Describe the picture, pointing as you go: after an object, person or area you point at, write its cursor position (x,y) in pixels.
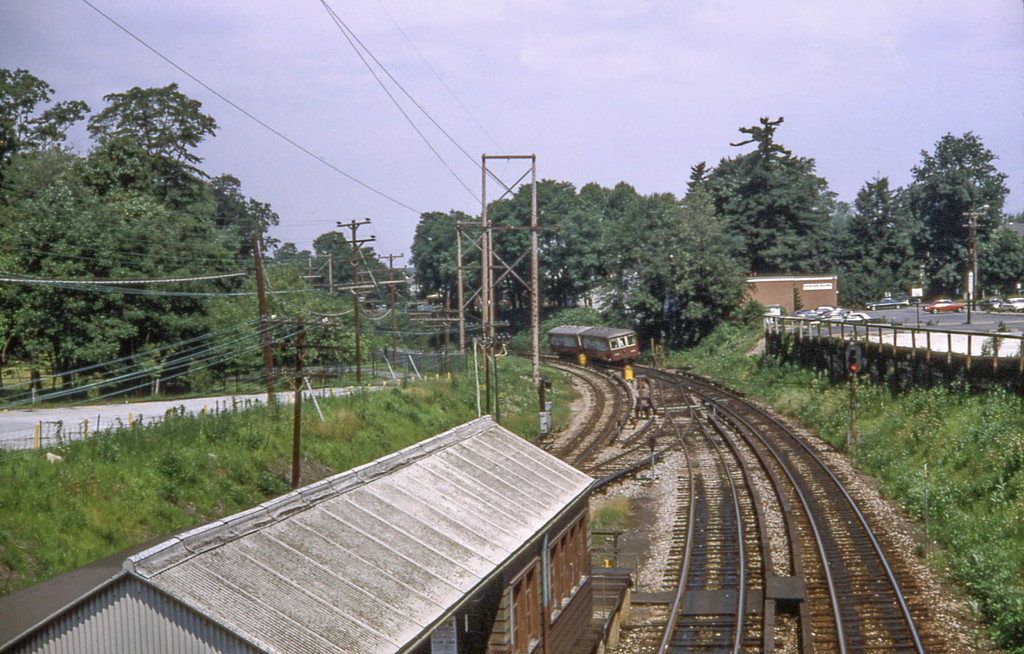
In the foreground of this image (390,553), there is roof (378,567) of a shelter (404,557) and the tracks (839,627). On either side there is greenery (473,392). On the left (193,396), there is path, poles (282,346), cables (279,333), trees (255,352) and the sky (283,91). On the right (927,309), there are vehicles (945,304) on the road (921,306), few poles (969,270), trees (913,237) and buildings (802,294). In the background (557,329), we can see few compartments (607,333) on the track (600,379), trees (564,285) and the sky (387,232).
